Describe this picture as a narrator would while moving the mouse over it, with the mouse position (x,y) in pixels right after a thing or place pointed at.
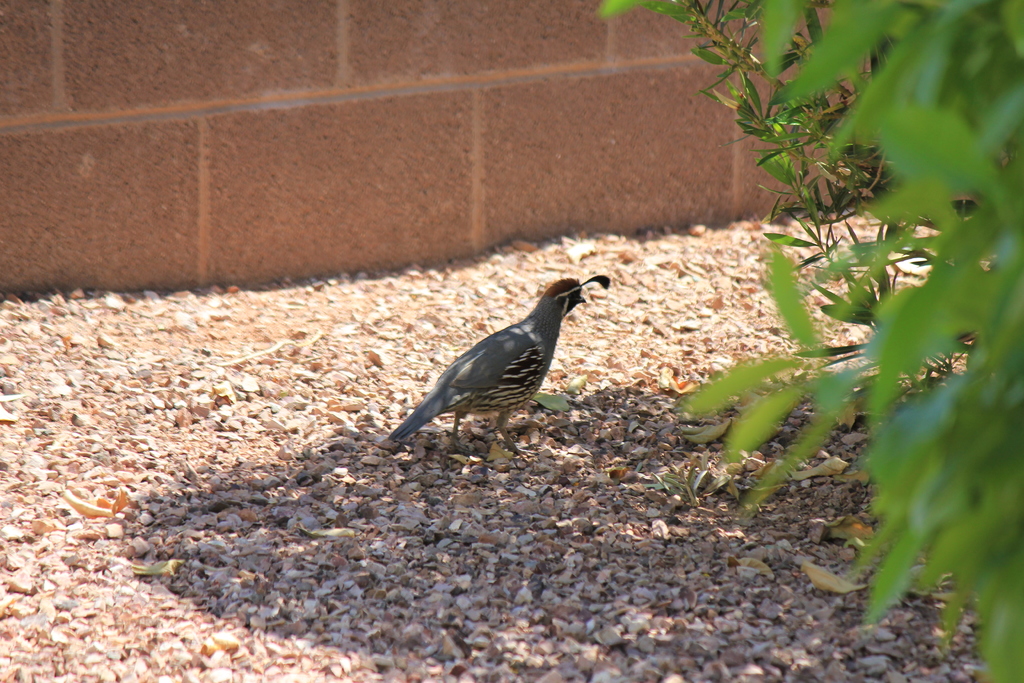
In the image there is a bird (542,307) standing on the ground (299,462). On the ground (299,462) there are stones (595,516). On the right side of the image (932,240) there are branches (824,81) with leaves (847,138). At the top of the image (473,86) there is wall (264,42).
